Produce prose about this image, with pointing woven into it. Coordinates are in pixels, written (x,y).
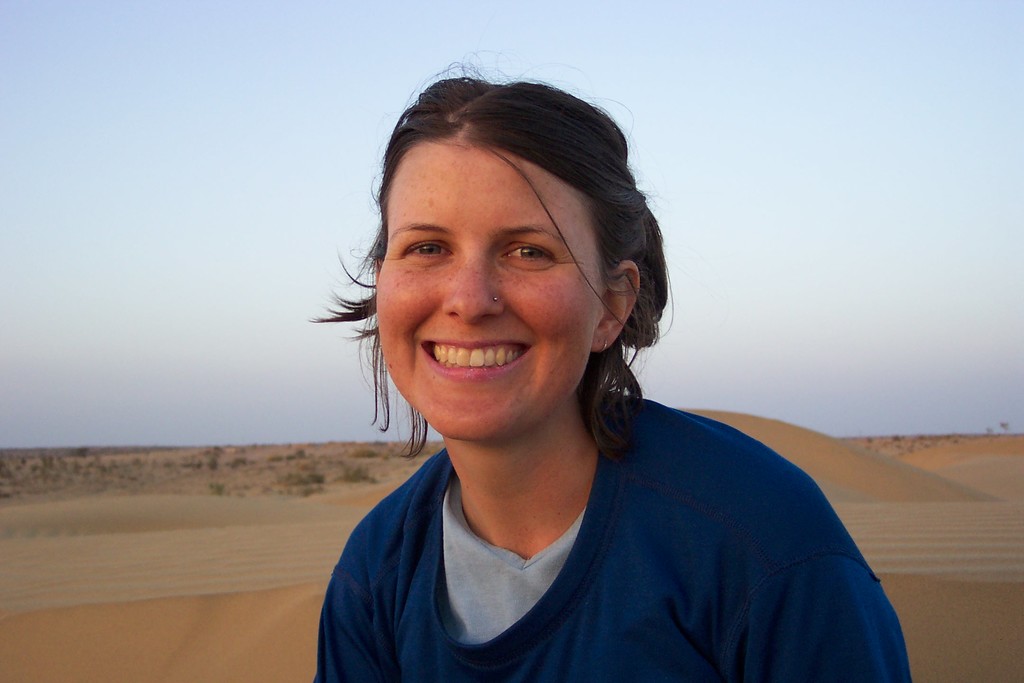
In this image I can see a person (430,109) wearing blue color dress (663,644). Background (252,615) I can see sand (228,557) in brown color and sky (244,76) in blue color.
